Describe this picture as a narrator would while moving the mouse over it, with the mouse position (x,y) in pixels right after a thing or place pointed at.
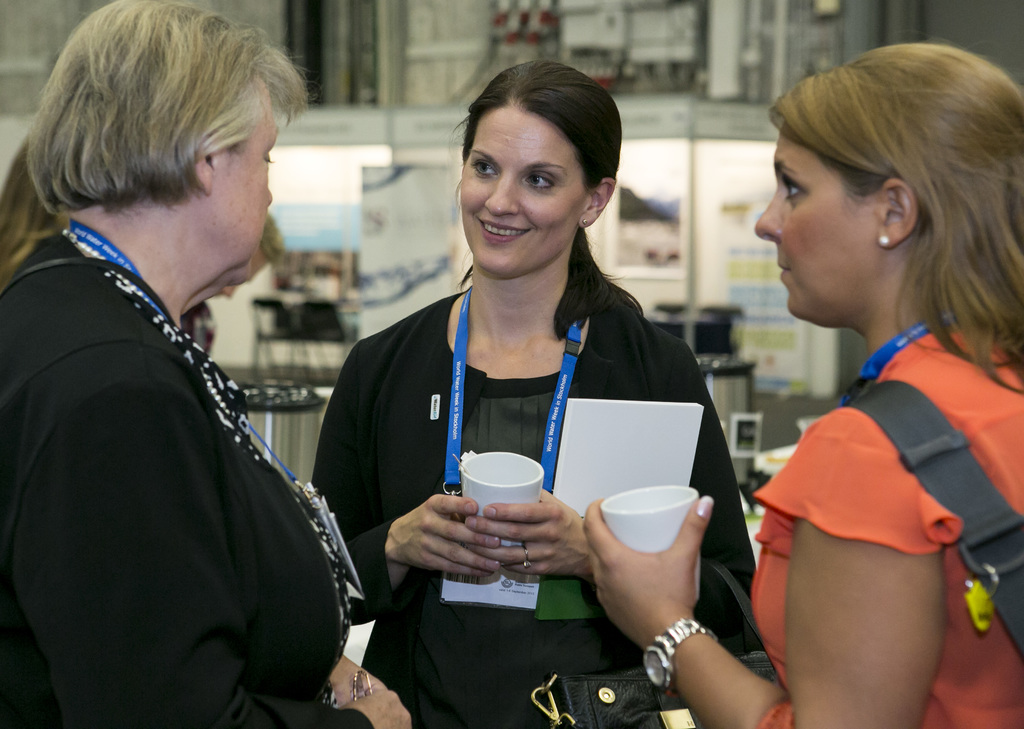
In the foreground of this image (238,390), there are three women (993,484) standing and talking to each other and two of them holding cups (505,501) in their hands (444,526). In the background (361,158), there is a wall (356,176), banners (392,214), chairs (310,330), and a table (301,388).
